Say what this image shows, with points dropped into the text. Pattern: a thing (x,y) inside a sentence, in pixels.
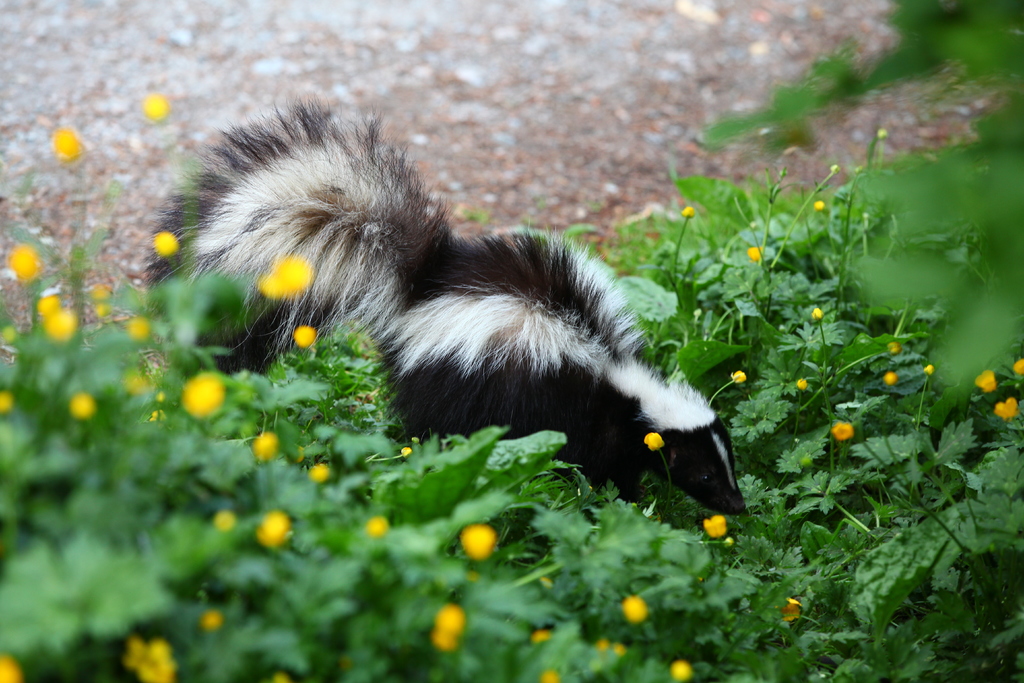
In this picture I can see at the bottom (440,527) there are flowers (465,552) and plants (327,338). In the middle (483,335) there is an animal (626,361) in black and white color.
